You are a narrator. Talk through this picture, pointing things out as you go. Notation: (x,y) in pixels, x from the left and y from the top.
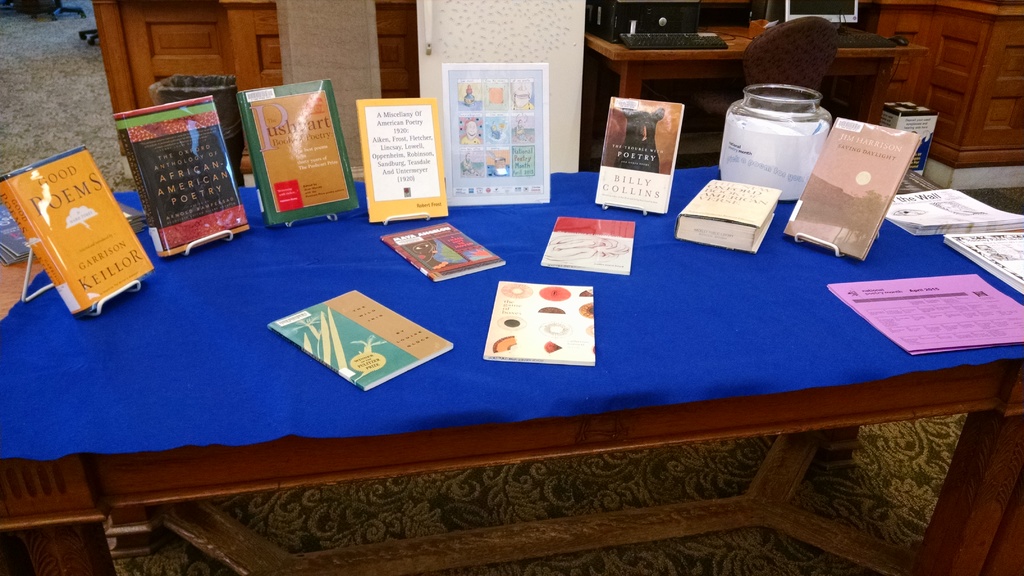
As we can see in the image, there a table (610,348). On table (66,323) there are books (567,236) and behind this table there is a another table (740,57). On this table (681,62) there is a keyboard (680,37) and mouse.
